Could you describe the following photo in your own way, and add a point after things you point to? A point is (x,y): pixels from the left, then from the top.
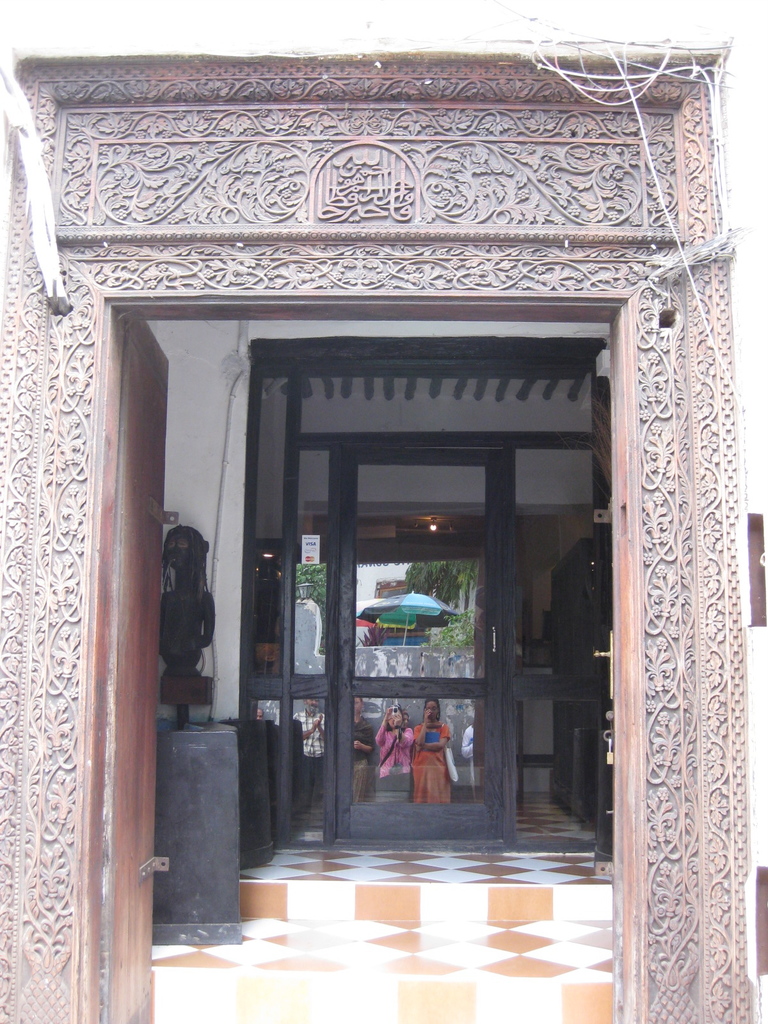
This image looks like an entry (323,777) of the building (393,893), there are some doors (435,679), also we can see a few people (413,759) standing, behind them we can see the wall (399,662), umbrella (410,624) and trees (444,597).
